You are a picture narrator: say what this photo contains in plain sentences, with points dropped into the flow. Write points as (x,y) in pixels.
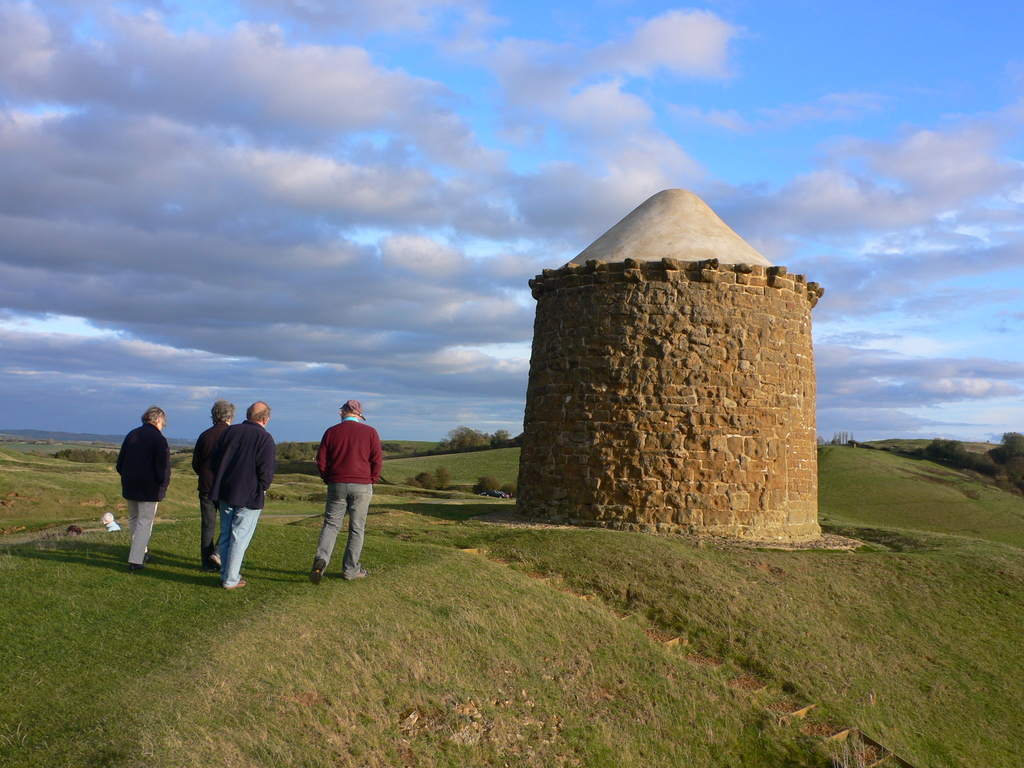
In this image there is grass (578,661) at the bottom (710,686). There are people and a fort (695,449) in the foreground (703,444). There are mountains (14,438) and grass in the background (14,438). There is sky (379,387) at the top (585,23).
